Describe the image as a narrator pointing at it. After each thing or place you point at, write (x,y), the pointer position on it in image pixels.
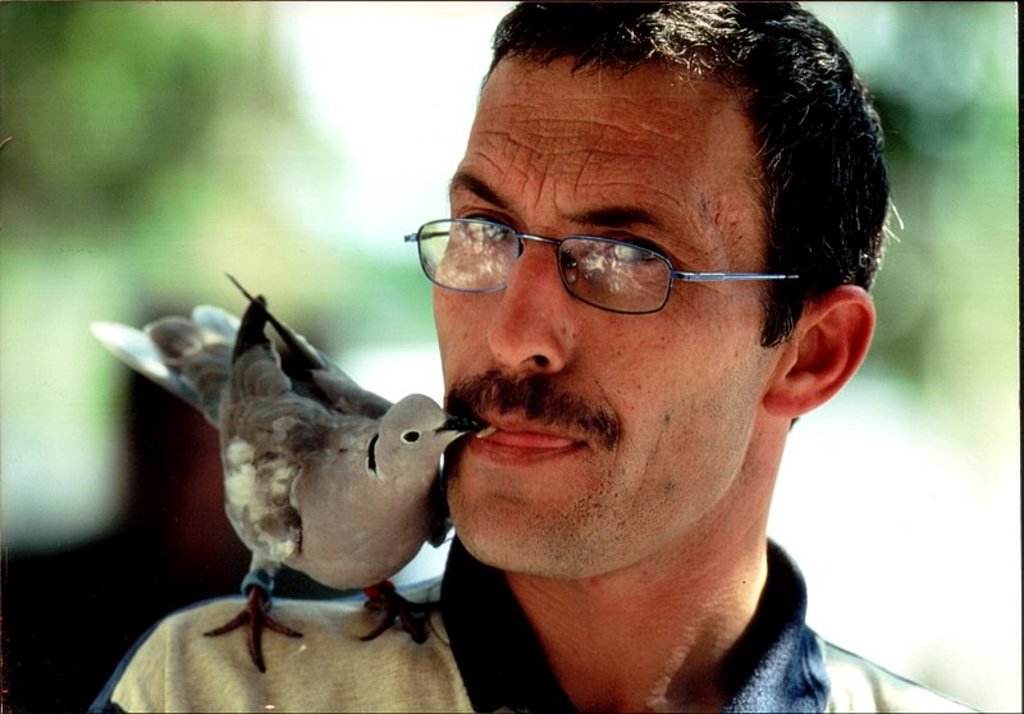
In this image, we can see a bird (270,372) on the person (483,524). This person (511,609) is wearing clothes (445,673) and spectacles (509,273). In the background (98,249), image is blurred.
